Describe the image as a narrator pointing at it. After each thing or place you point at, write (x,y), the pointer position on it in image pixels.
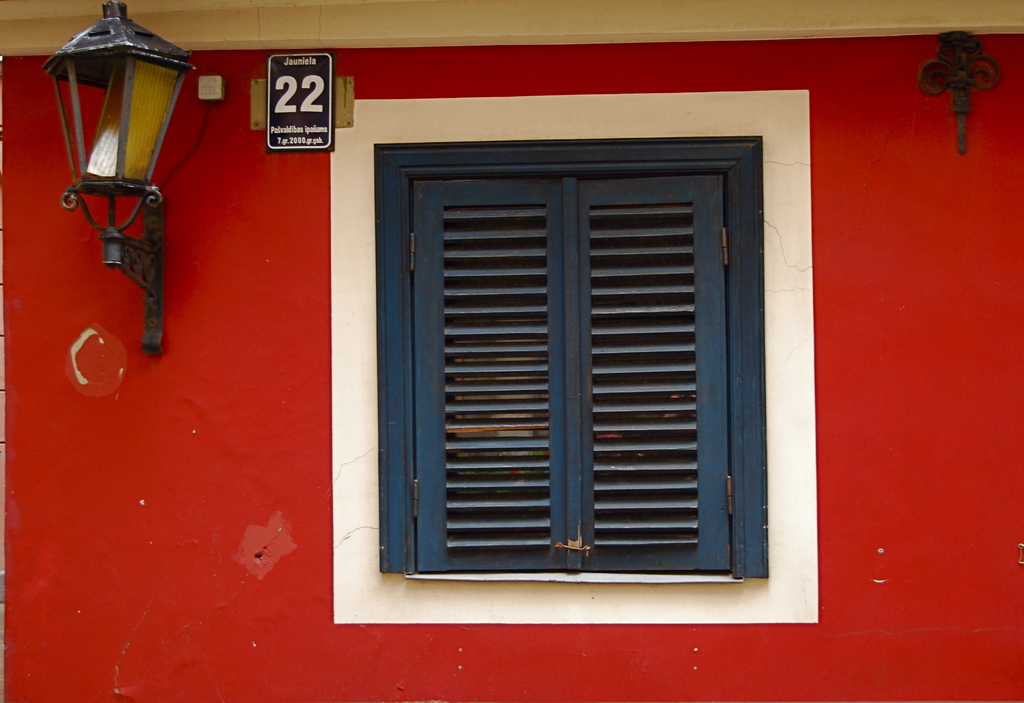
In this picture there is a window (510,388) and there is a light lamp (133,177) on the wall (124,216) and there is a board (306,115) with some text (309,132) and numbers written on it.
